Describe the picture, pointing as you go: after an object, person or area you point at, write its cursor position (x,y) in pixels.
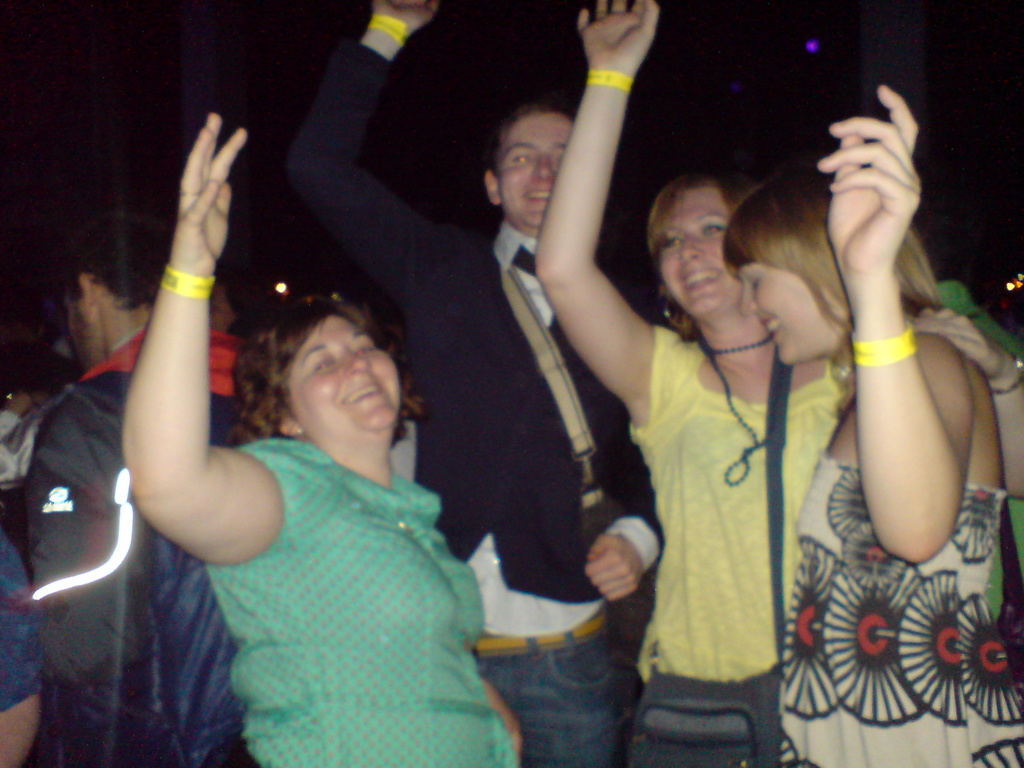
In this picture we can see a group of people (346,728) standing and smiling, bags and in the background (487,63) it is dark.
